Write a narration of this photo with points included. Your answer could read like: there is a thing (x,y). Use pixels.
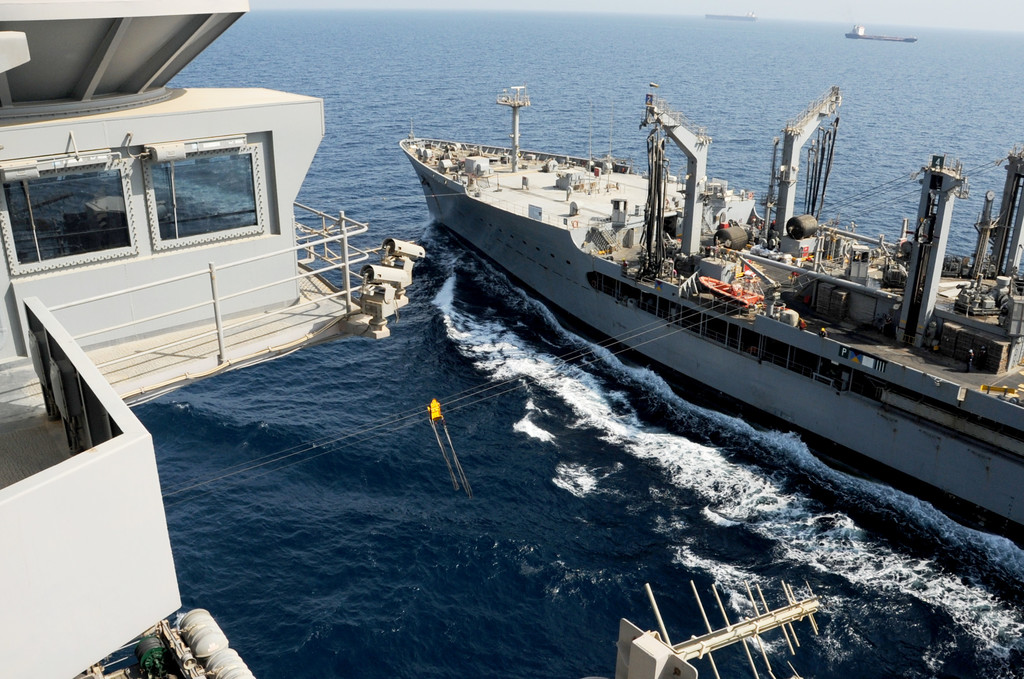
In this picture I can observe a ship (635,269) floating on the water (452,265). In the background (629,87) there is an ocean (543,87). I can observe two ships (858,33) floating on the water (773,25).
